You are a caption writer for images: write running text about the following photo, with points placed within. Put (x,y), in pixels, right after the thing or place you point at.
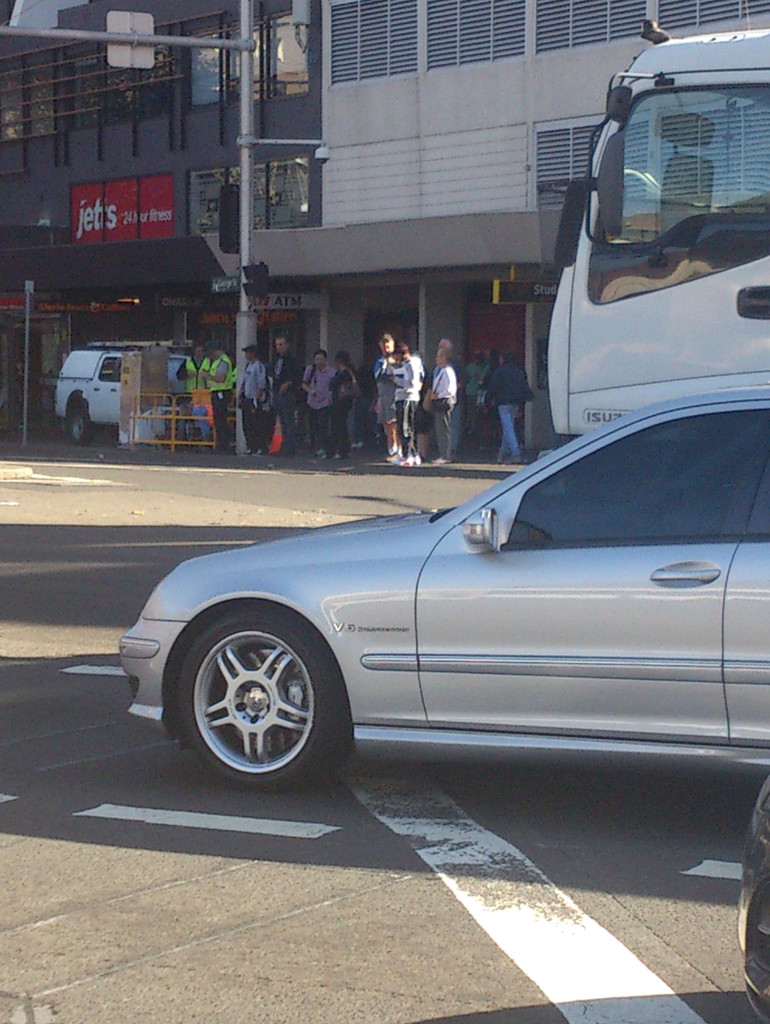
This is an outside view. On the right side (658,526) I can see few vehicles (553,647) on the road (428,938). In the background (410,377) there are few people (356,375) standing on the footpath (327,454) and also I can see a building (466,299).
